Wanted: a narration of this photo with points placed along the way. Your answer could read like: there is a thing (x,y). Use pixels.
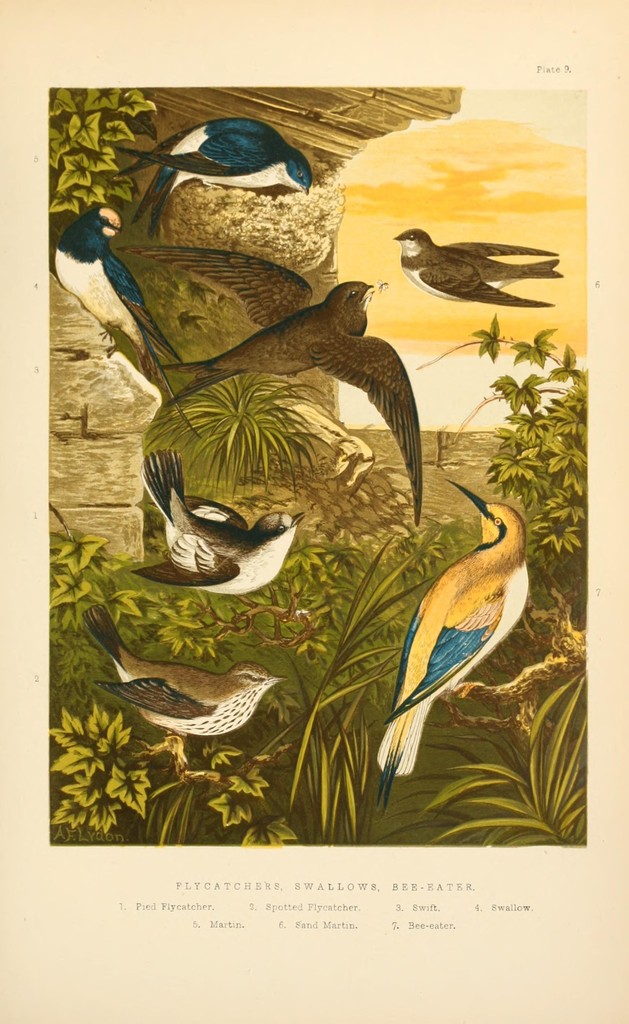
This image looks like a poster. There are birds (484,271) in the middle (395,371). There are plants (226,482) in the middle (354,676). There is something written at the bottom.
